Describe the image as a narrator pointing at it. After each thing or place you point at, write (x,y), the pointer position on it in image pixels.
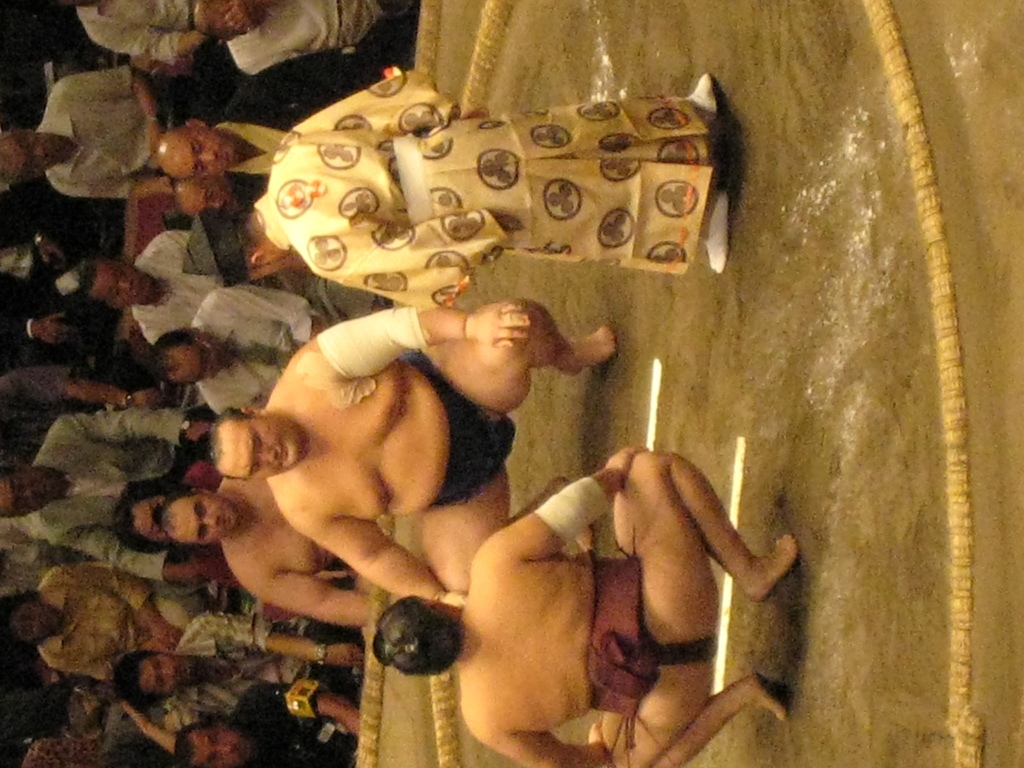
In this picture there are two people (542,655) in the foreground (540,437) might be squatting and there is a person (680,178) standing. At the back (43,695) there are group of people (43,695) sitting. At the bottom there is a rope (954,490) on the floor (840,485).
